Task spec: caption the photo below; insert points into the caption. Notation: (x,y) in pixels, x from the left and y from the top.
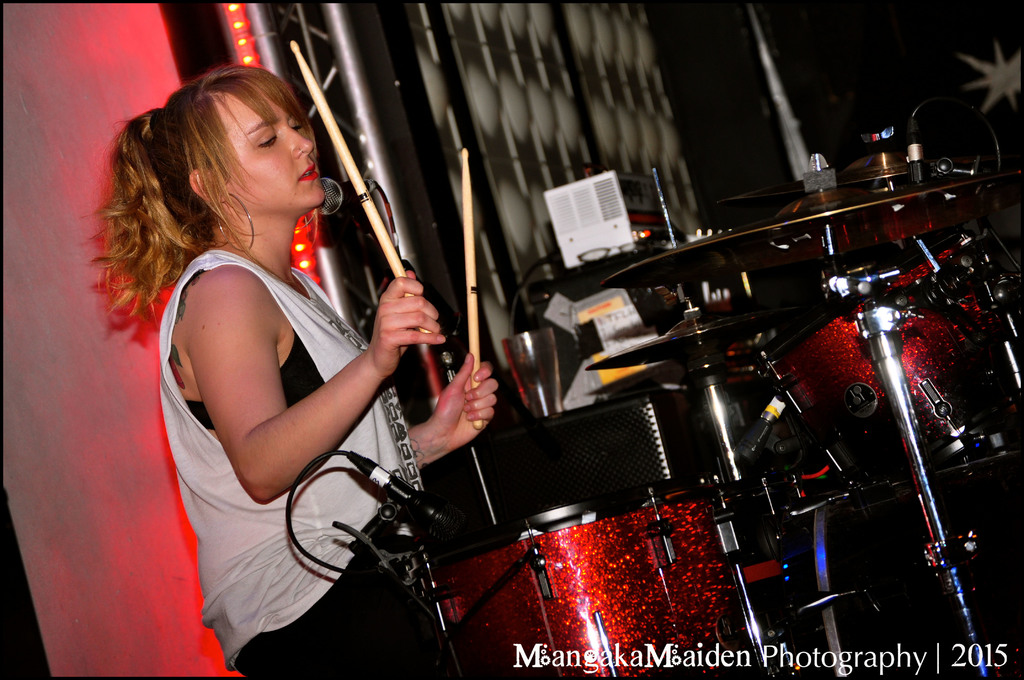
A woman (292,234) holding drum stick (375,233) is playing drums (832,403). Also there are cymbals (682,337). Beside her there is a mic (341,205) and mic stand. In the background (246,54) there are lights (245,39) and wall (28,205).
